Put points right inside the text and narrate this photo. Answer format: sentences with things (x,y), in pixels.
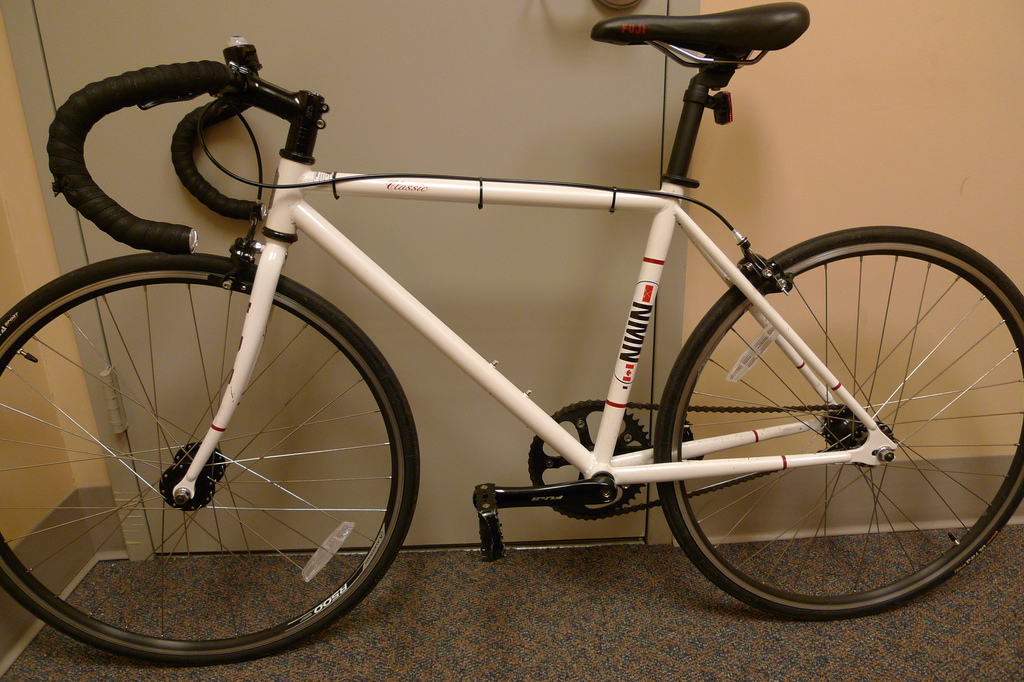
In this picture, we see the bicycle (713,49). It is in white color. At the bottom (623,597), we see the carpet (593,610) or the floor (691,613). In the background (482,138), we see a grey door (465,106) and beside that, we see a wall (838,155) in cream color.
